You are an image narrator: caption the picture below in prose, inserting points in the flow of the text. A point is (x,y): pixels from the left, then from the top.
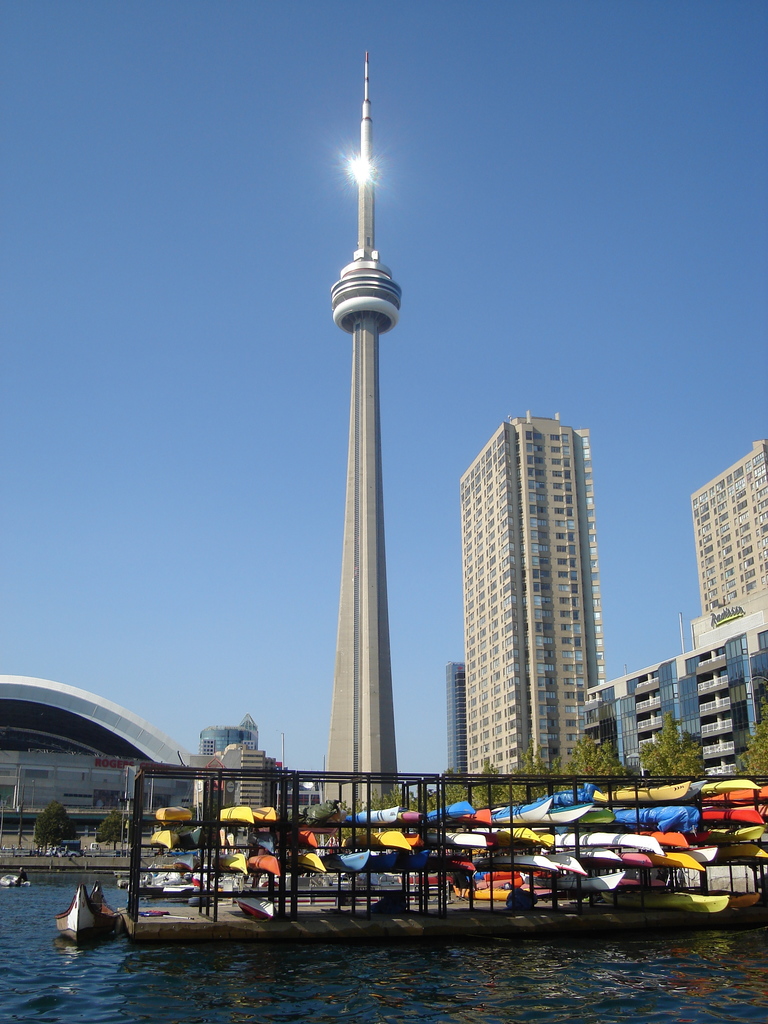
In this image I can see buildings (561,645), trees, a tower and boats (115,921) on the water (182,944). In the background (170,400) I can see the sky (191,367).
